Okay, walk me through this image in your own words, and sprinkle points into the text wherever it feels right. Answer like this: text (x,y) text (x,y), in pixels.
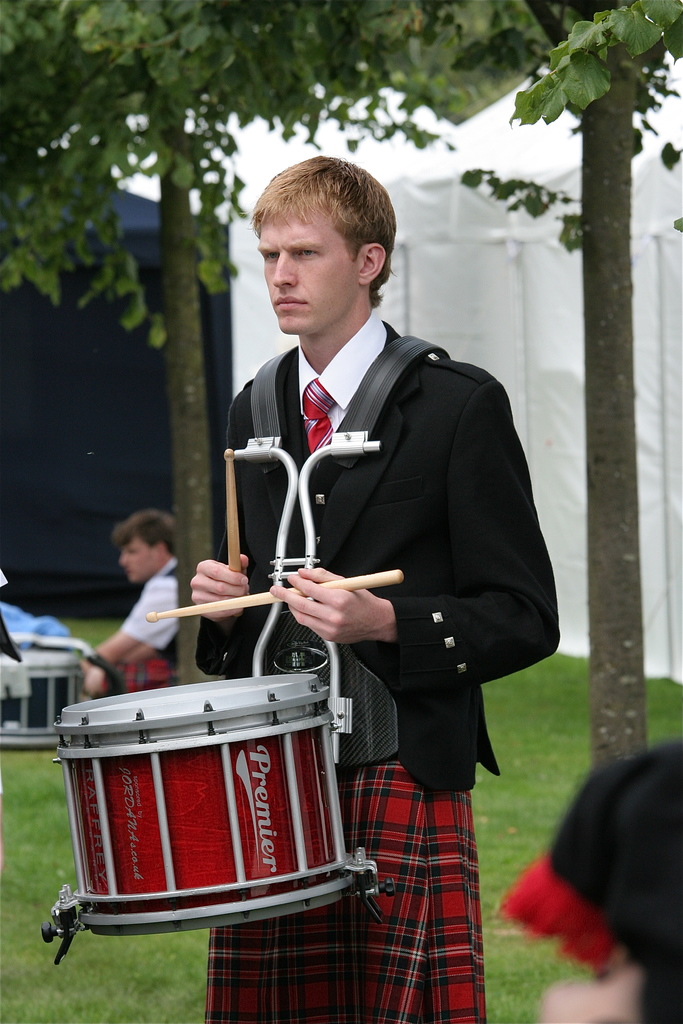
In this image we can see a person (294,381) playing drum (119,768). In the background of the image (247,202) there is a white color tent (246,323). There are trees (183,287). There are people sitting on the grass (32,895).
